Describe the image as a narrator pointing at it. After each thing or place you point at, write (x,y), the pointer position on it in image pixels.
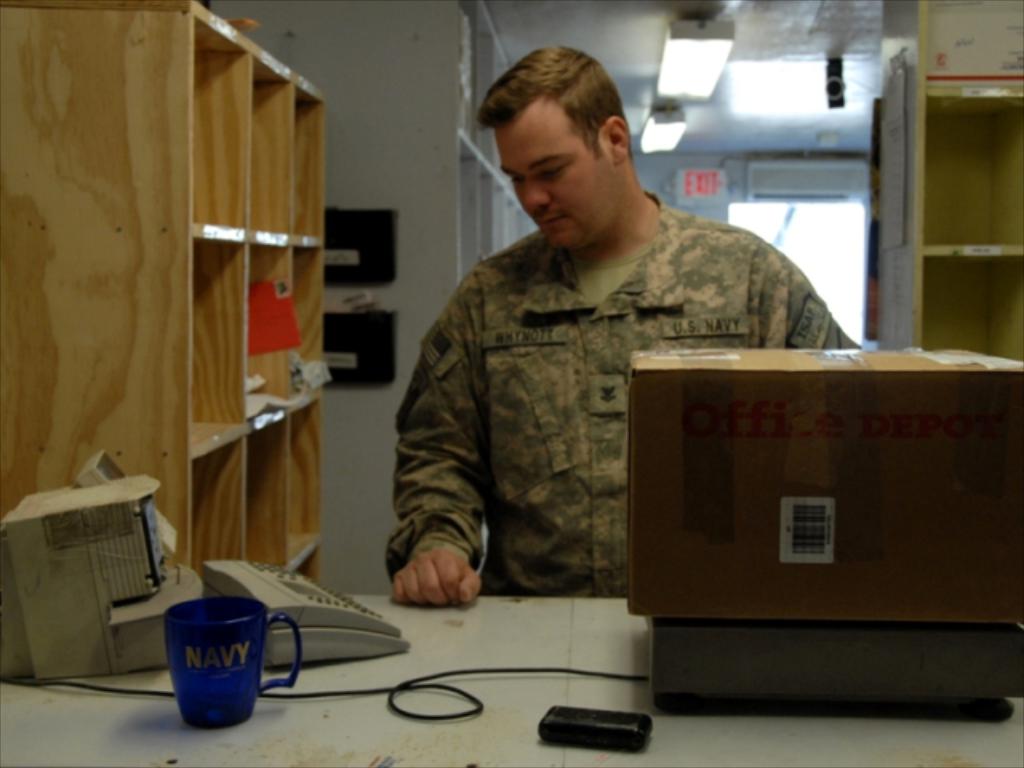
This is a picture taken in a room (586,420), a person (482,431) is standing on a floor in front of the person (522,460) there is a table (506,624) on the table (504,611) there are boxes (686,552), telephone (307,589), cup (221,664) and a machine (124,566). Behind the man (506,381) there are exit board (692,185) and a wall (356,432).
